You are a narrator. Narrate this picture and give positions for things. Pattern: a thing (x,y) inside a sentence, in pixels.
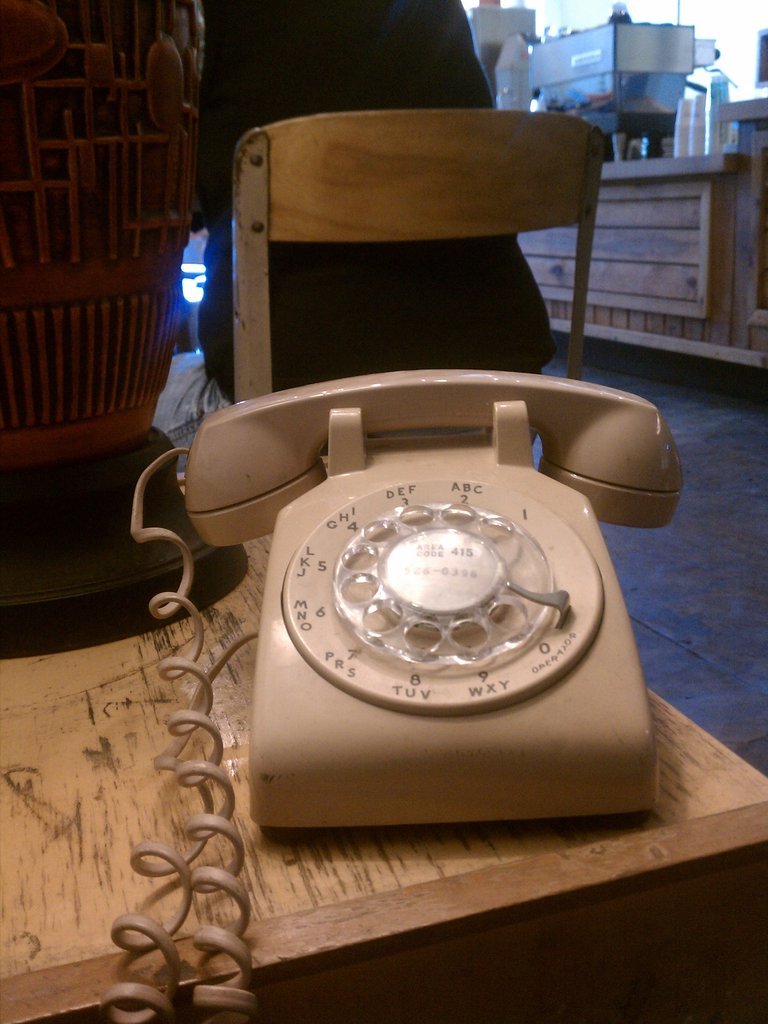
There is a telephone (463,569) which has numbers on it and it is placed on a table (360,853) and there is also a chair (245,294) in background (245,294) where a black shirt person (300,270) sat on it and there is also a coffee machine (621,90) in the right top corner (675,83) which is placed on the table (703,157).
